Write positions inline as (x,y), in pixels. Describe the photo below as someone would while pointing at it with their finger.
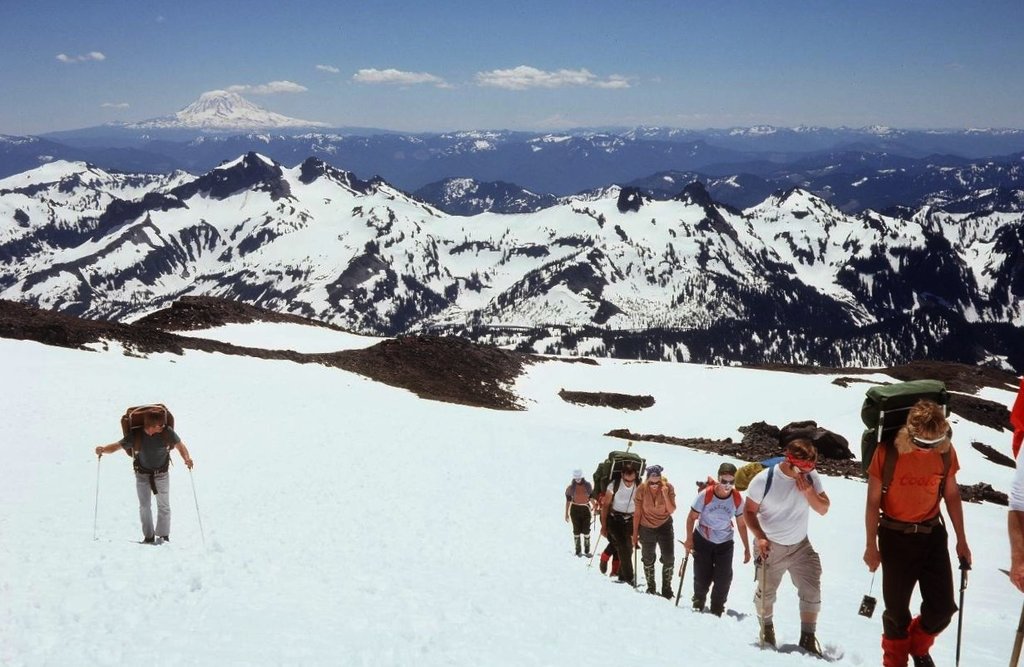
In this image we can see the people (923,666) wearing the bags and holding the sticks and climbing the mountain (212,451). We can also see the mountains (506,221) and also the snow (316,434). We can see the sky (353,79) with some clouds (532,79).
